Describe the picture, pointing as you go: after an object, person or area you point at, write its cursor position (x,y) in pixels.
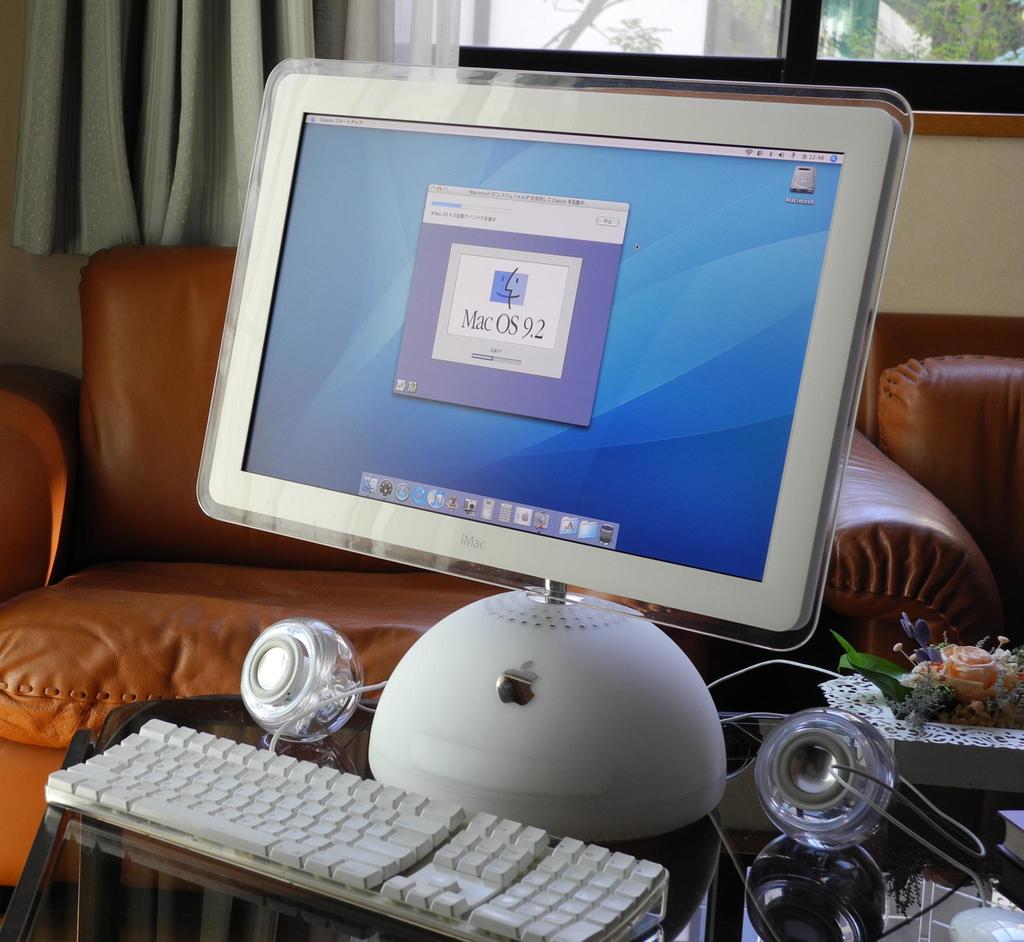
In the picture there is an apple monitor (318,451), keyboard (407,852) and two speakers (762,795), behind that there are two brown sofas (952,430), in the background (247,24) there is a curtain (204,98) and beside that there is a window (780,11).
